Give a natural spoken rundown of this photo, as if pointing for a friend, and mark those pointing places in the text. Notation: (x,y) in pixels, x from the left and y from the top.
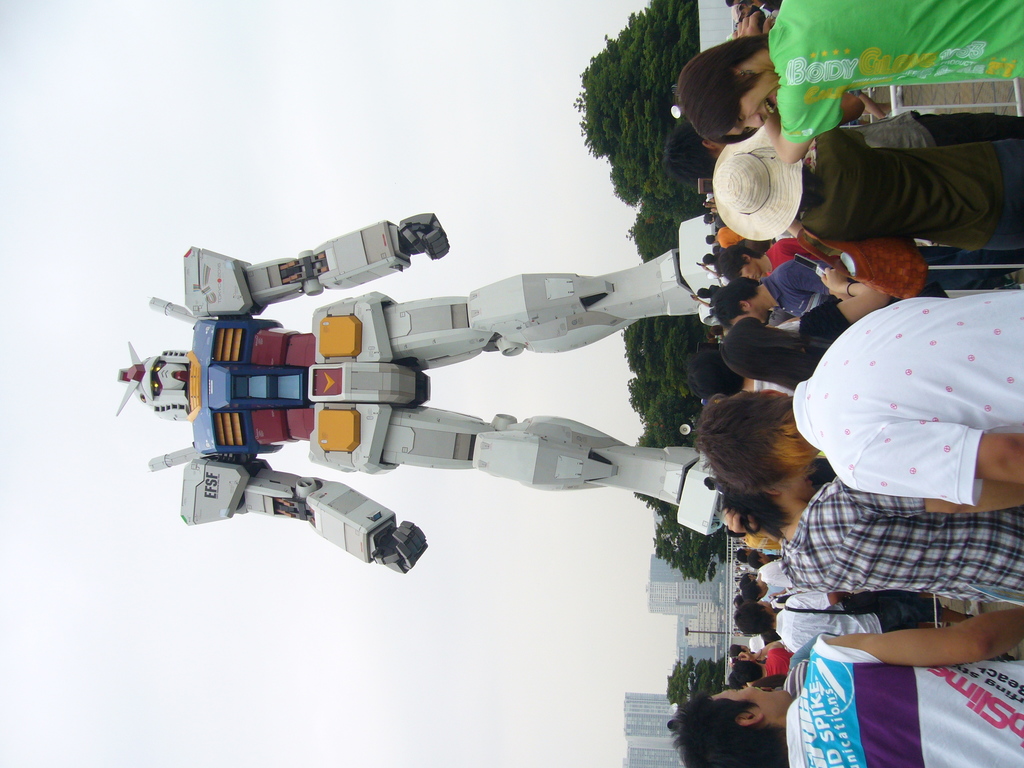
In this image we can see a robot (667,486). Behind the robot (648,482) we can see a group of trees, buildings (655,582) and the sky (487,361). On the right side (885,366), we can see a group of persons (833,521).
